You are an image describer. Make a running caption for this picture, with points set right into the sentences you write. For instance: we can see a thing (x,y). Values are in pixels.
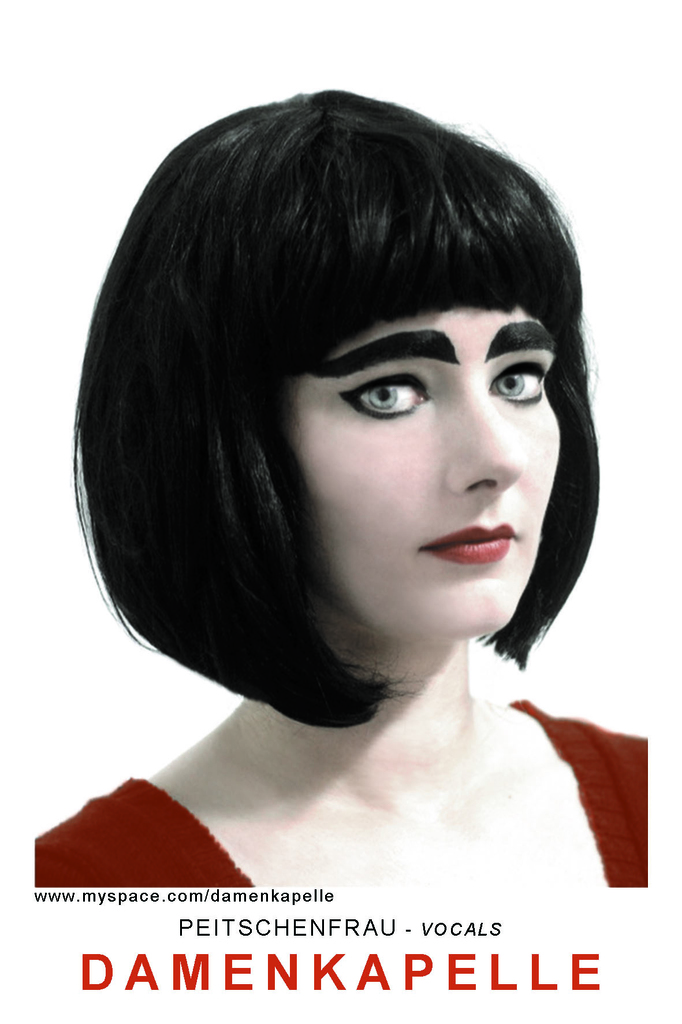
In this image we can see pictures (561,267) of a woman (570,275). At the bottom (286,895) we can see some text (260,978).
